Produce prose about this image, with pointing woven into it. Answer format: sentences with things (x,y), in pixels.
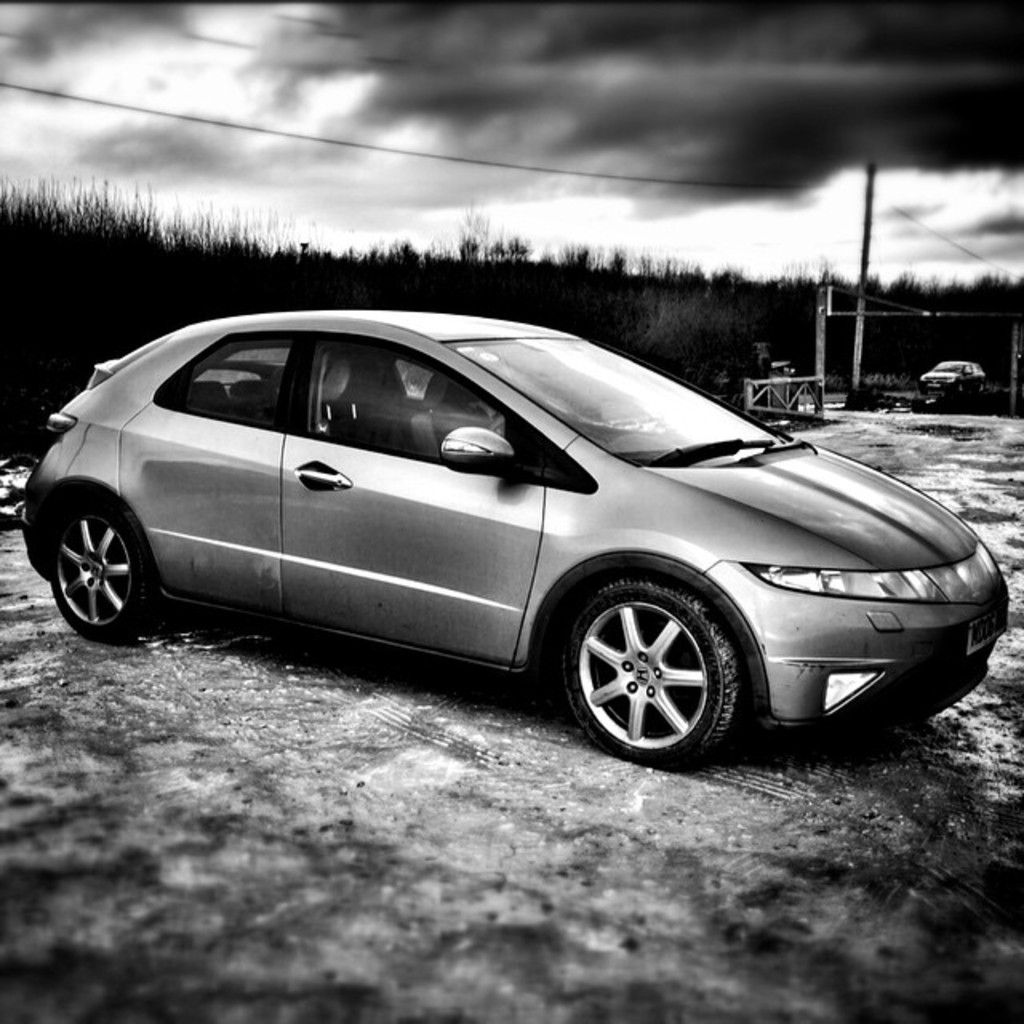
In this black and white picture there is a car (592,698) on the land (713,933). Right side (953,391) there is a car (952,378). Before it there are plants (906,396). There is a fence (812,399). Background (892,352) there are plants (939,333). Top of the image (467,114) there is sky (610,156).
